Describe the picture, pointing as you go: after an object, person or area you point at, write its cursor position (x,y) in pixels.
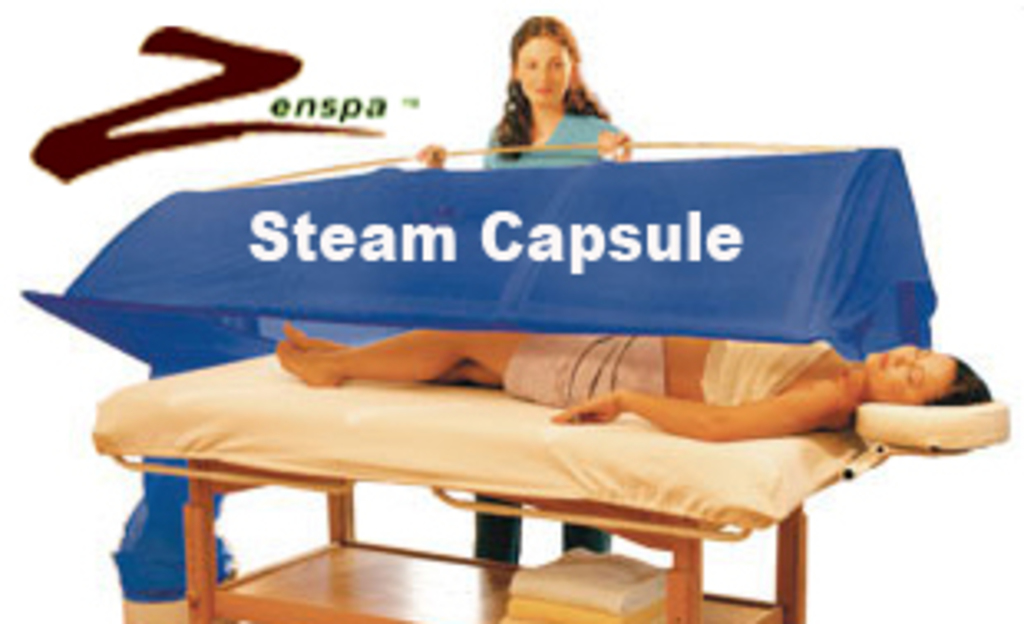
In this image we can see a picture of a woman (768,419) lying on a bed (723,487). In the foreground (619,610) we can see clothes (596,585) placed on the surface (703,604). In the background (546,93), we can see a person (545,134) holding a stick (545,149) containing cloth (503,244) with some text (325,241).
